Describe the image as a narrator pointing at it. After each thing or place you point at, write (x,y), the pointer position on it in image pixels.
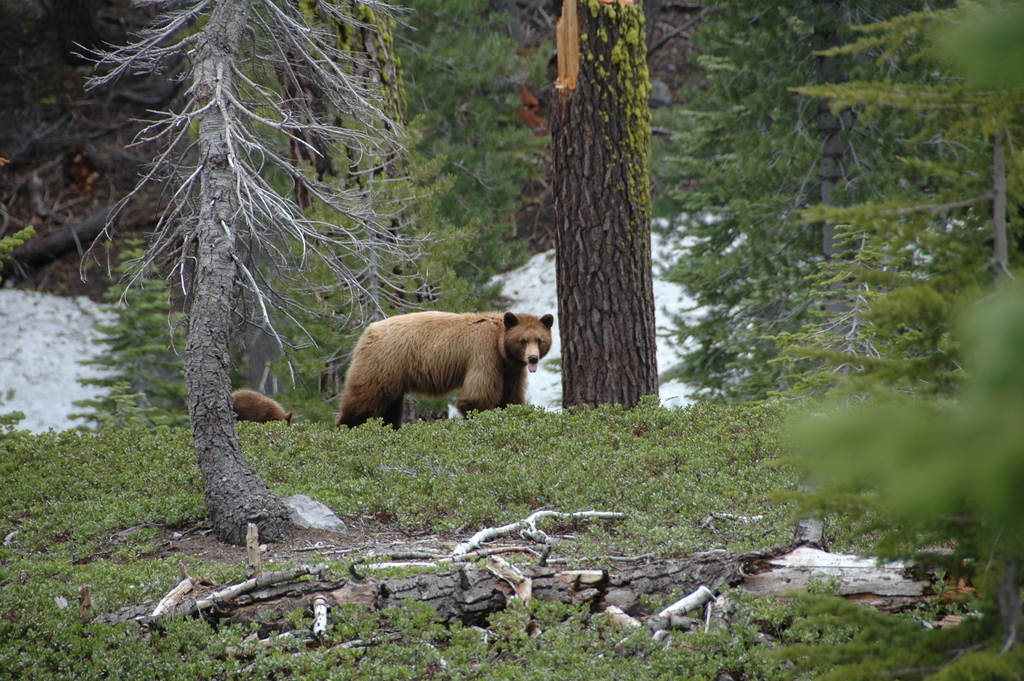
At the bottom of the image (445,524) there is grass (357,505) on the ground (425,531) and also there is a tree trunk (496,580) on the ground (581,495). There are two bears (396,372) standing on the grass (543,415). And in the background (580,221) there are many trees (572,82).
